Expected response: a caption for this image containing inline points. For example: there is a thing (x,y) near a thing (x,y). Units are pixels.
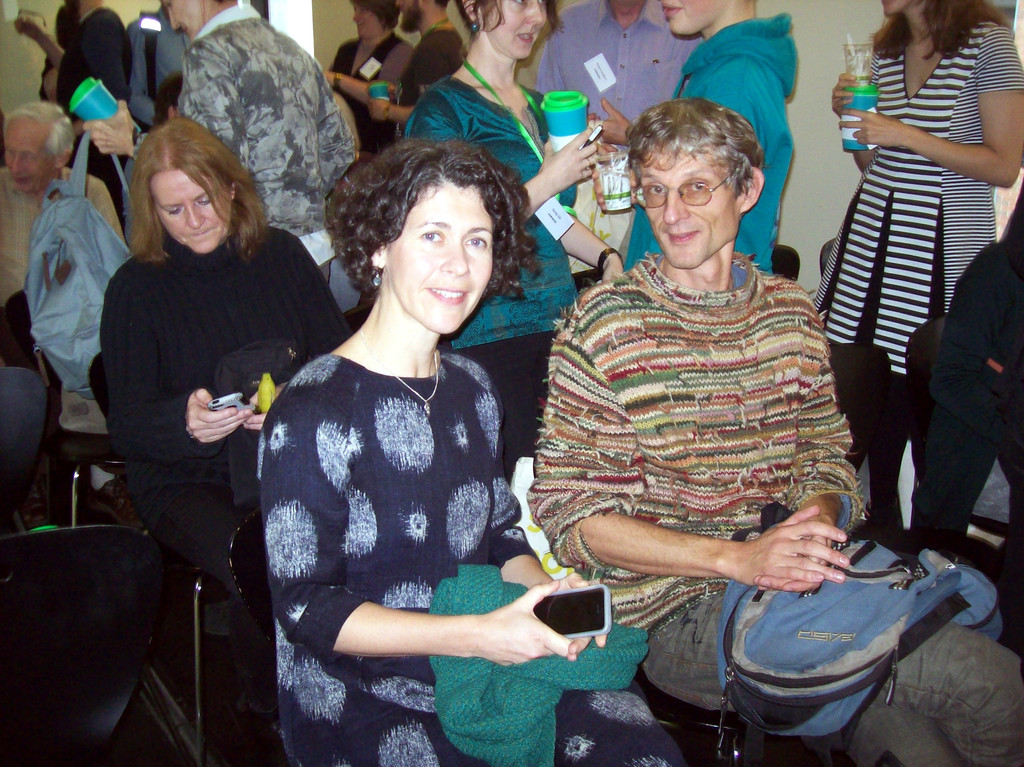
In this image we can see few people (554,475) in a room (591,463) and some of them are sitting and some of them are standing, some of them are holding bottles (563,128) and some of them are holding cell phones (558,604), a person (623,611) is holding a backpack (802,603).
